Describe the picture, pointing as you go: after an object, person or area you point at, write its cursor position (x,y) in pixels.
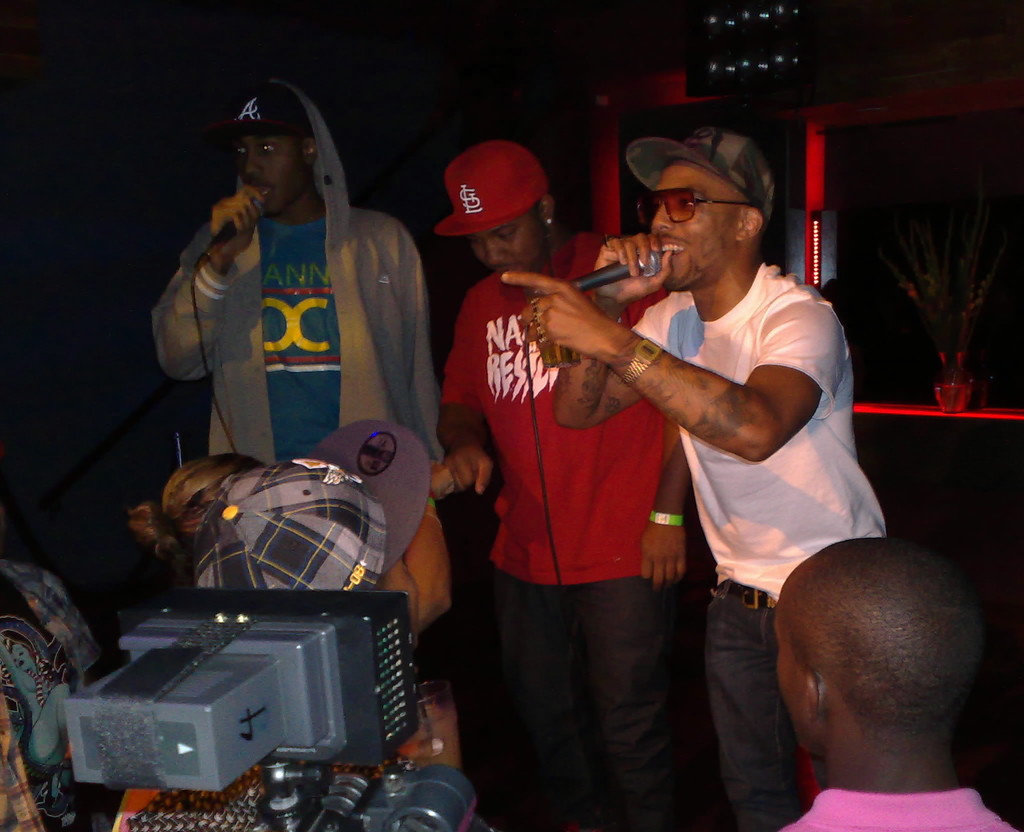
On the right side (753,786) a man (565,370) is singing in the microphone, he wore t-shirt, spectacles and cap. On the left side (268,189) there is another man (318,288) who is holding a microphone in his hand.
